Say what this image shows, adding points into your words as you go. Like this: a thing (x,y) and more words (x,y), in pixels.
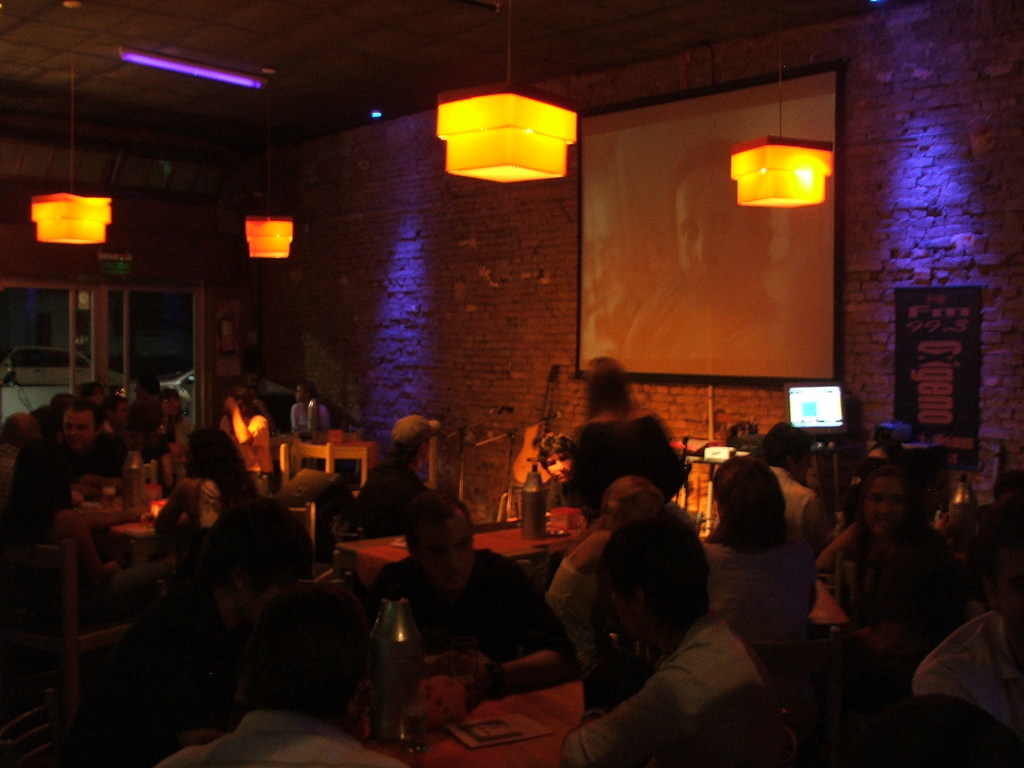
In this image I can see group of people (886,653), some are sitting and some are standing and I can also see the screen (640,316). In the background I can see few lights (825,150).
